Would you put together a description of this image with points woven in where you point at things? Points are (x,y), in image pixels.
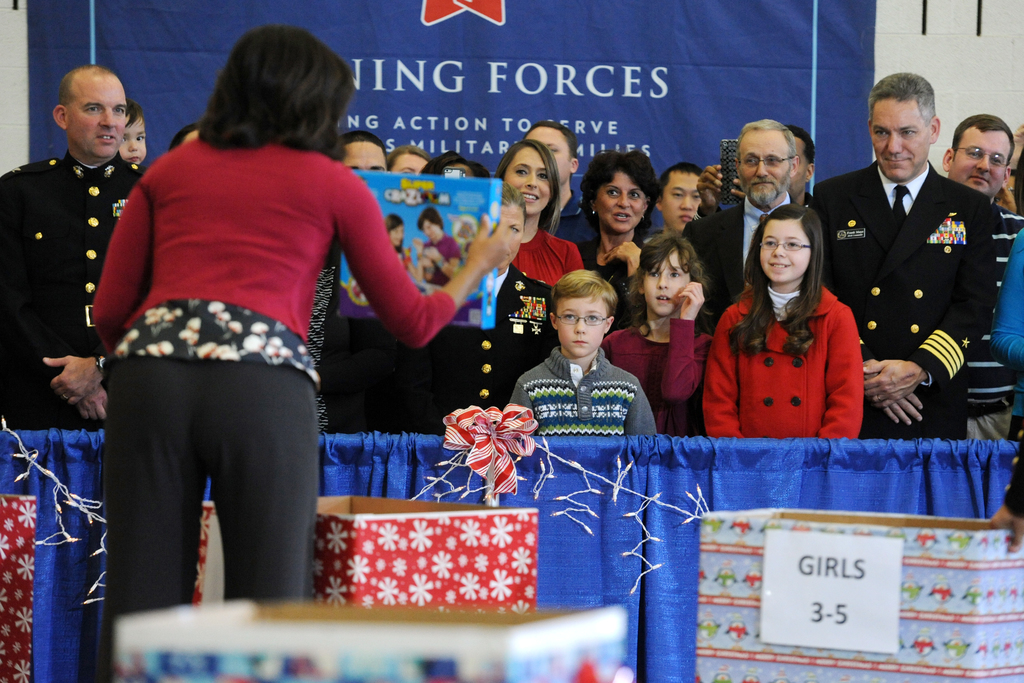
At the bottom of this image (408,629) there are few card boxes (426,574). On the left side (227,320) there is a person (285,417) holding a box (433,233) in the hand (476,263) and standing facing towards the back side (220,231). In the background (743,316) few people (682,231) are standing and smiling by looking at this person (198,315). In the background (688,36) there is a banner (590,30) on which I can see some text (589,78).
